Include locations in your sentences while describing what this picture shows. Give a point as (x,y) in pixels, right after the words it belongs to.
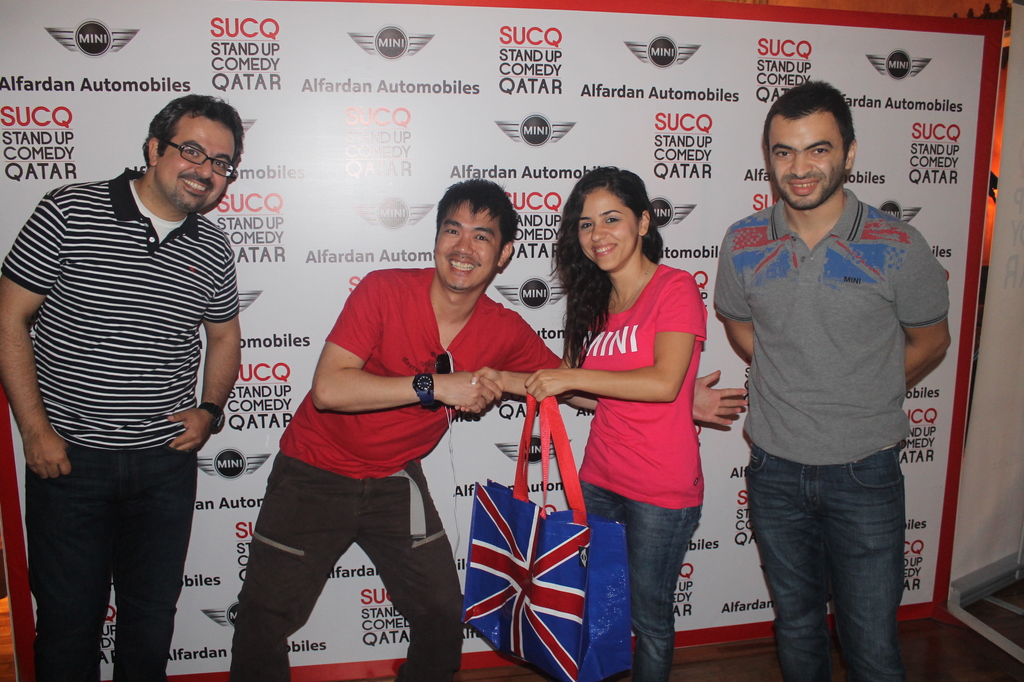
In the image we can see people (631,377) standing, they are wearing clothes (811,433), these two men (456,388) are wearing wrist watch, this person (210,196) is wearing spectacles (202,151). This is a bag (545,551) and a poster (489,72).
